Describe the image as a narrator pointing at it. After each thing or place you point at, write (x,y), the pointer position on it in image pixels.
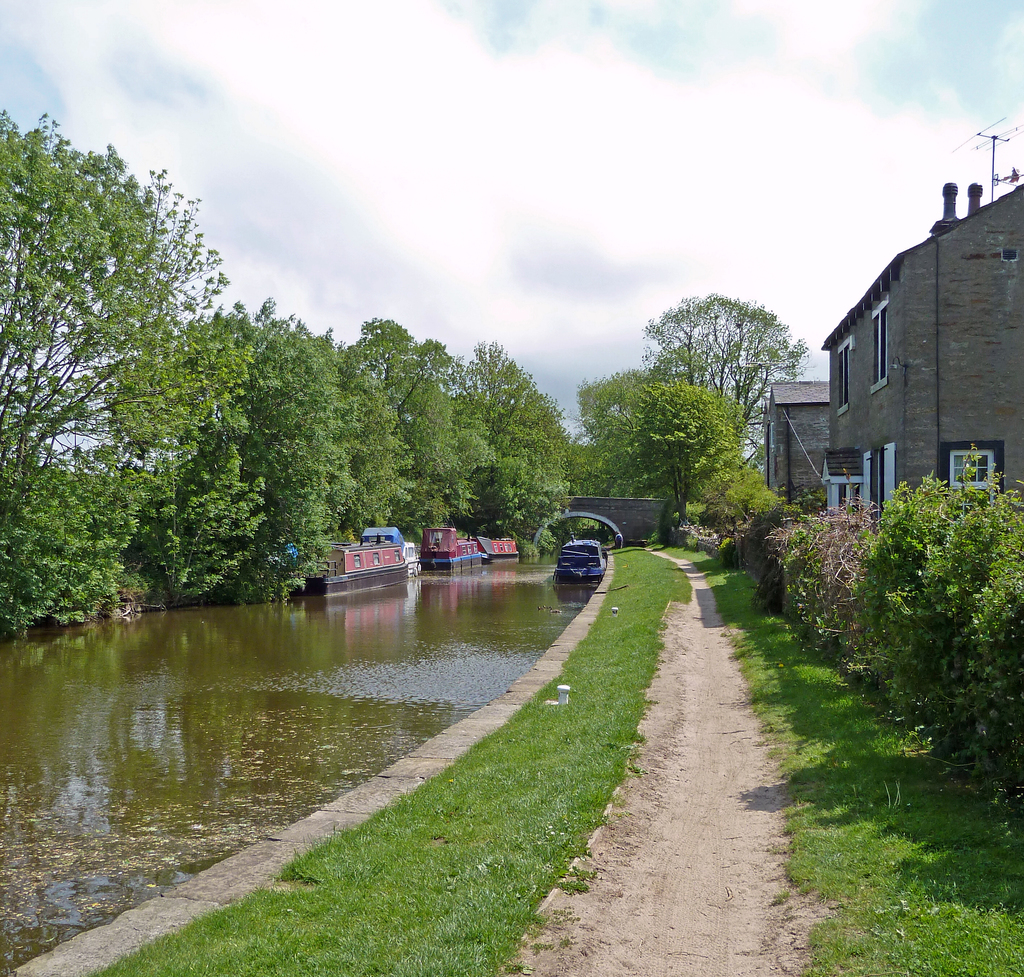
In this image there is grass (852,851) on the ground (666,743). In the center (682,642) there is a path (667,825). Beside it there are plants (857,567). Behind the plants (837,550) there are buildings (899,397). To the left (190,719) there is the water (310,674). There are boats (437,546) on the water (252,697). Behind the boats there are trees (397,479). At the top (463,145) there is the sky (396,215).
